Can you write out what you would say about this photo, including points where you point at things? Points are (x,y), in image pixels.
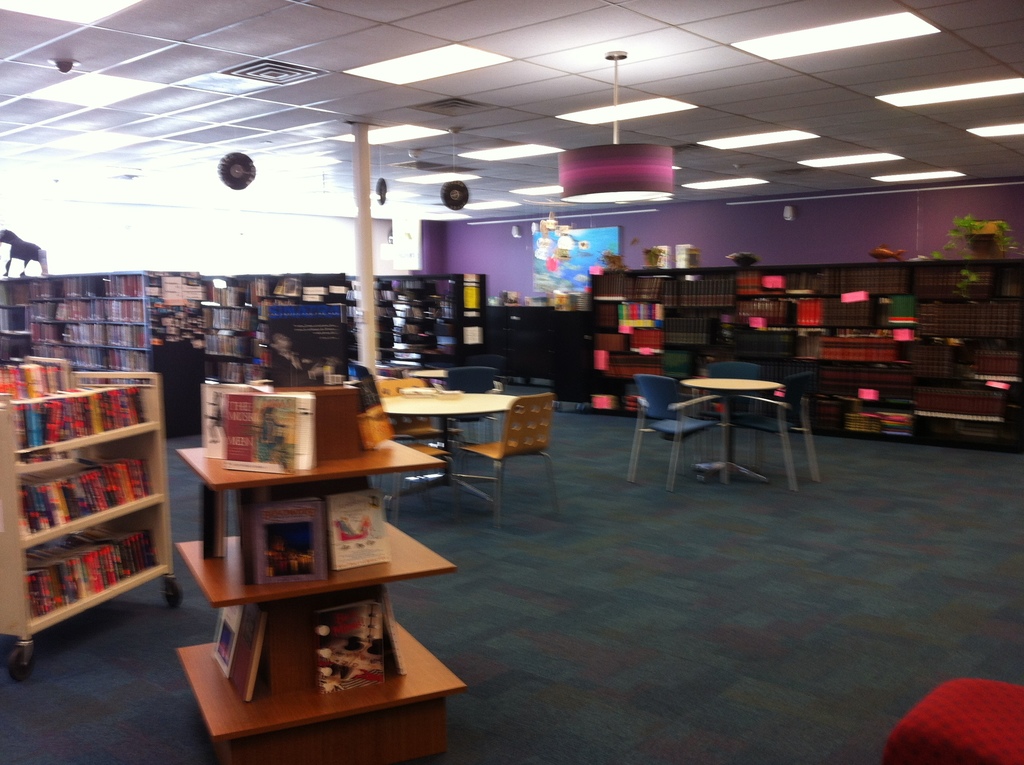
In this picture I can see chairs (530,423) and tables (471,406). Here I can see shelves (193,353) which has books (217,449) and other objects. Here I can see lights (615,107) on the ceiling (661,68). Here I can see a white color pillar (369,268) and a wall (682,220) which has some objects (578,248) attached to it.
